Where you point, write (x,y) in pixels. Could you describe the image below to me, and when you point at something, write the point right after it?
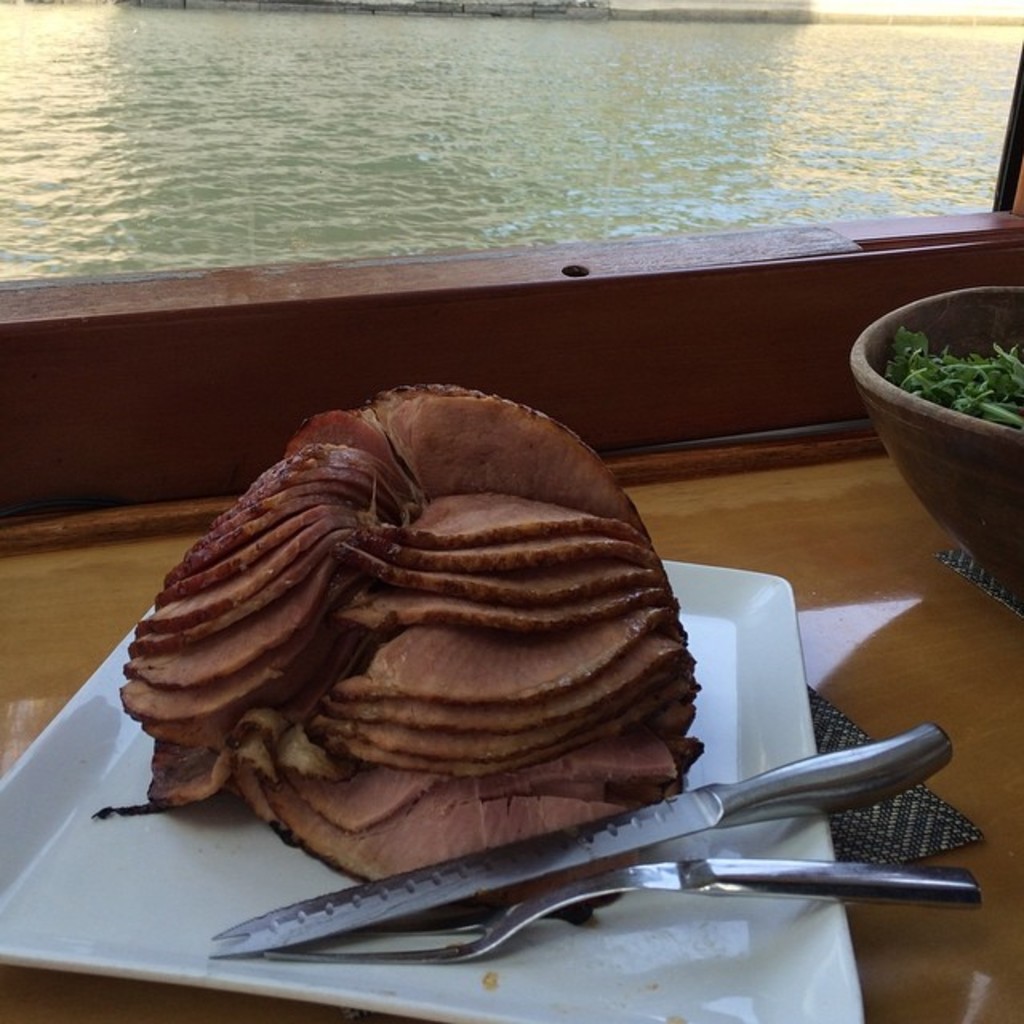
This picture is clicked outside. In the foreground (748,571) we can see a white color platter (761,590) and a bowl (915,445) containing food items (952,383) and we can see a fork (532,911) and a knife (644,813) and a wooden table (875,527). In the background (665,142) we can see a water body (470,130).
